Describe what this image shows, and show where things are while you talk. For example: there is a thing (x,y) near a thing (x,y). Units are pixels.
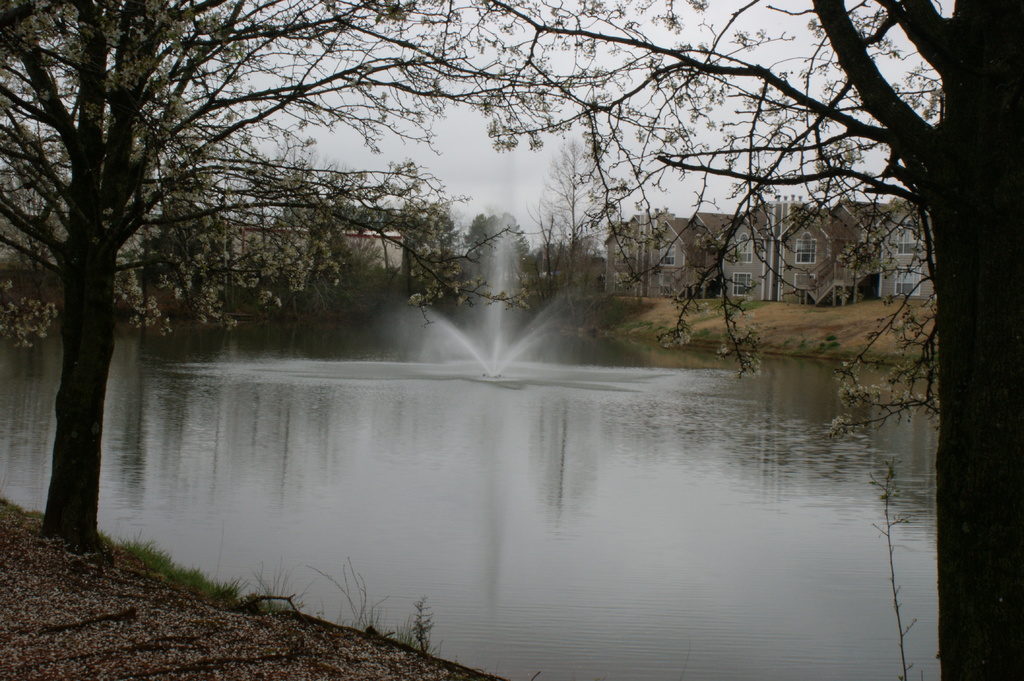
In this picture we can see water (323,461) and trees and in the background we can see buildings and the sky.
